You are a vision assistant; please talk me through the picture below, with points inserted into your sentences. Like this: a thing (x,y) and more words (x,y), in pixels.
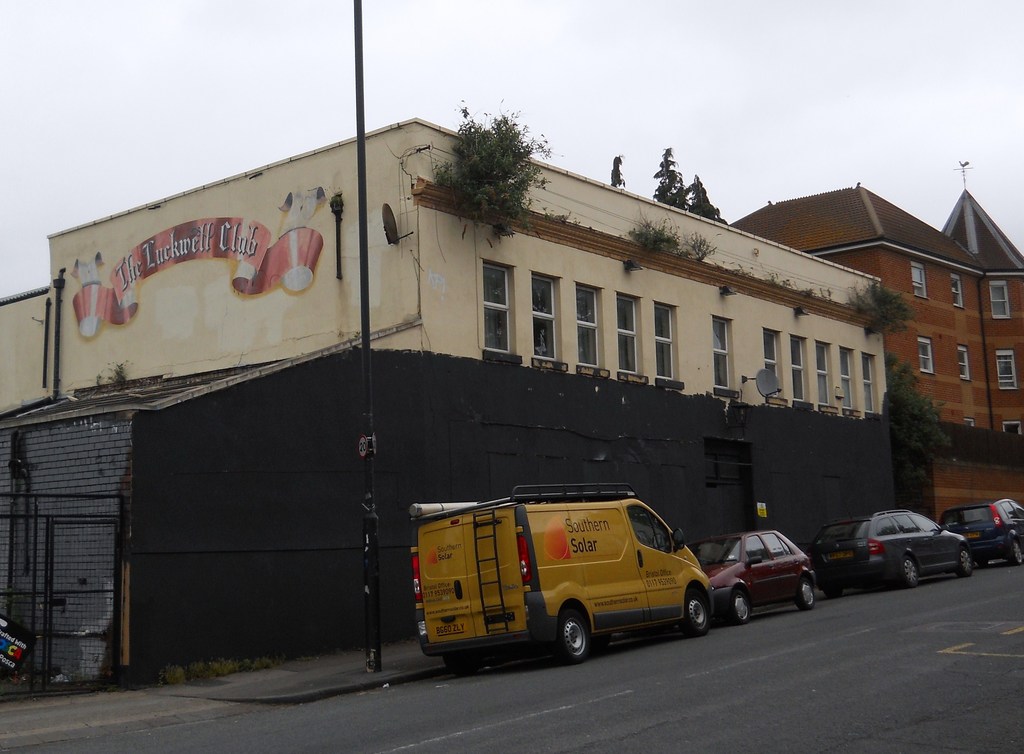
In this image I can see the road (761,684). To the side of the road (794,641) there are many vehicles (649,582) and poles (359,196). To the side of the vehicles (539,610) I can see the buildings (605,364) and there are some bushes (513,214) to the building (440,149). In the background (413,112) I can see the sky (567,132).
